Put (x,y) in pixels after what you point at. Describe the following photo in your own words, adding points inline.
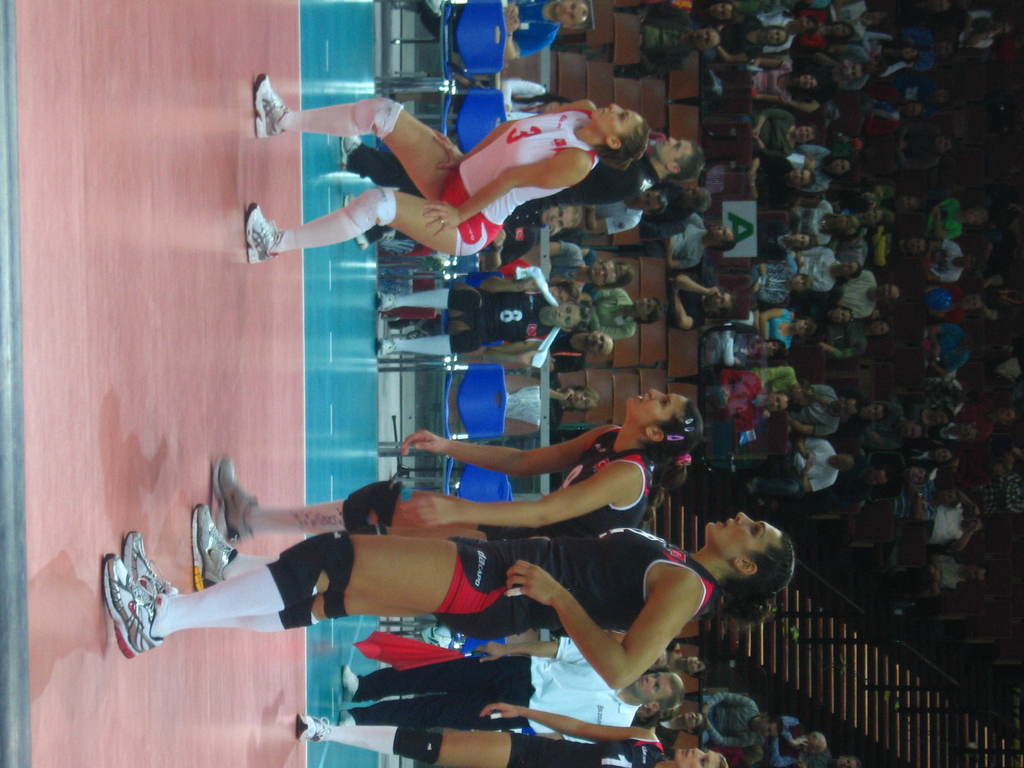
In this picture I can see few girls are standing in the middle (489,351). On the right side (987,223) a group of people (766,291) are sitting on the chairs (817,359), in the bottom right hand side (934,702) there is the staircase (929,719).
